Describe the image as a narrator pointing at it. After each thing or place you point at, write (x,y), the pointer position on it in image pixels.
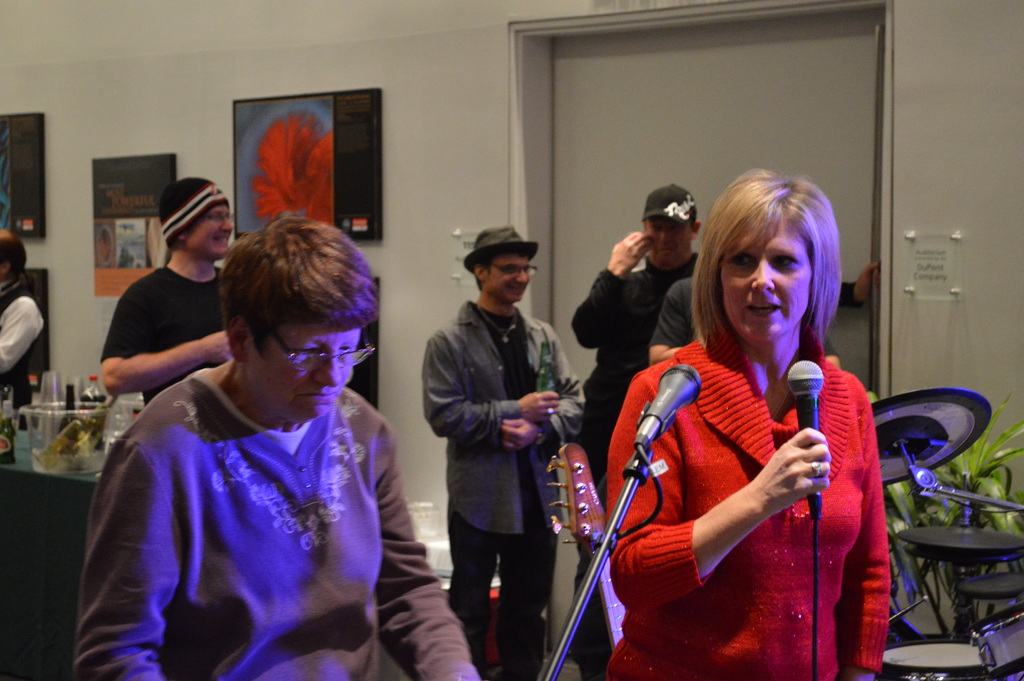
In this picture there is a woman (829,529) who is holding the microphone (812,412) and speaking and there is another woman (224,378) who were here who is looking down and is a microphone stand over here on the right (975,535) there is a drum set (970,534) and a plant (973,470) and in the background (551,252) as a man (129,309) standing and laughing and wall (301,70) over here with some photo frames (336,179) and there are some drinks (76,435) on the table (55,481) over left side (77,450).
